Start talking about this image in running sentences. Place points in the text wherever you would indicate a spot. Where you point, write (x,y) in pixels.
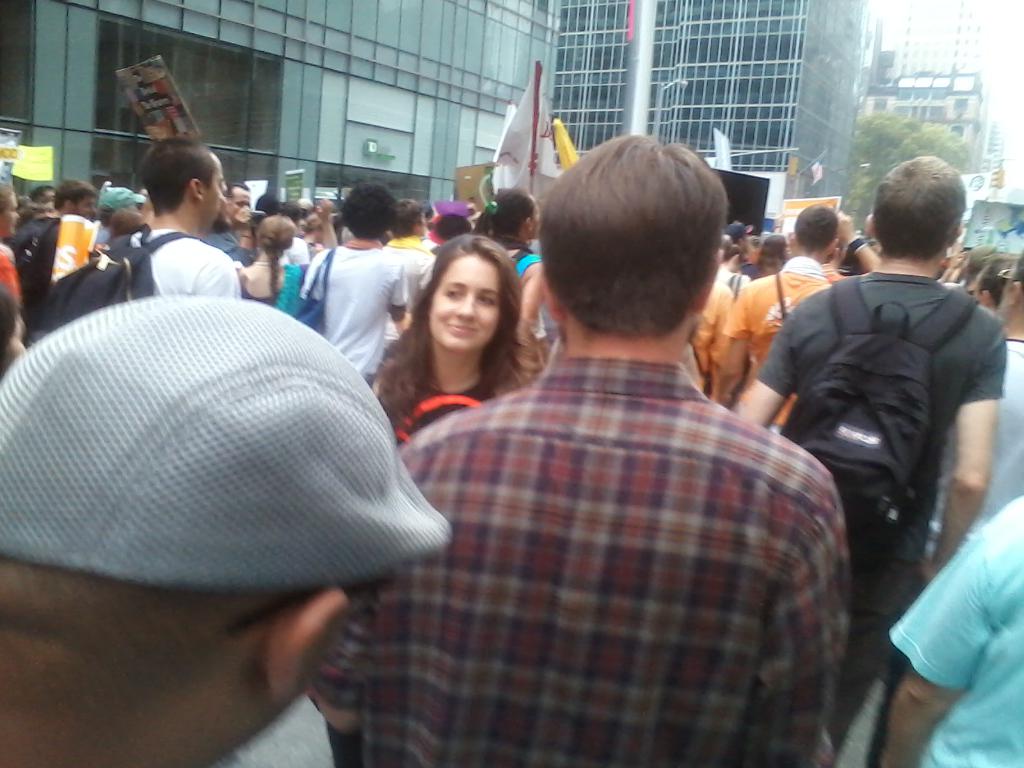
In this image we can see there are so many people (445,343), some are walking, some are standing and some are holding banners (167,130) in their hands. In the background of the image (872,152) there are buildings (792,126) and trees (931,136).
